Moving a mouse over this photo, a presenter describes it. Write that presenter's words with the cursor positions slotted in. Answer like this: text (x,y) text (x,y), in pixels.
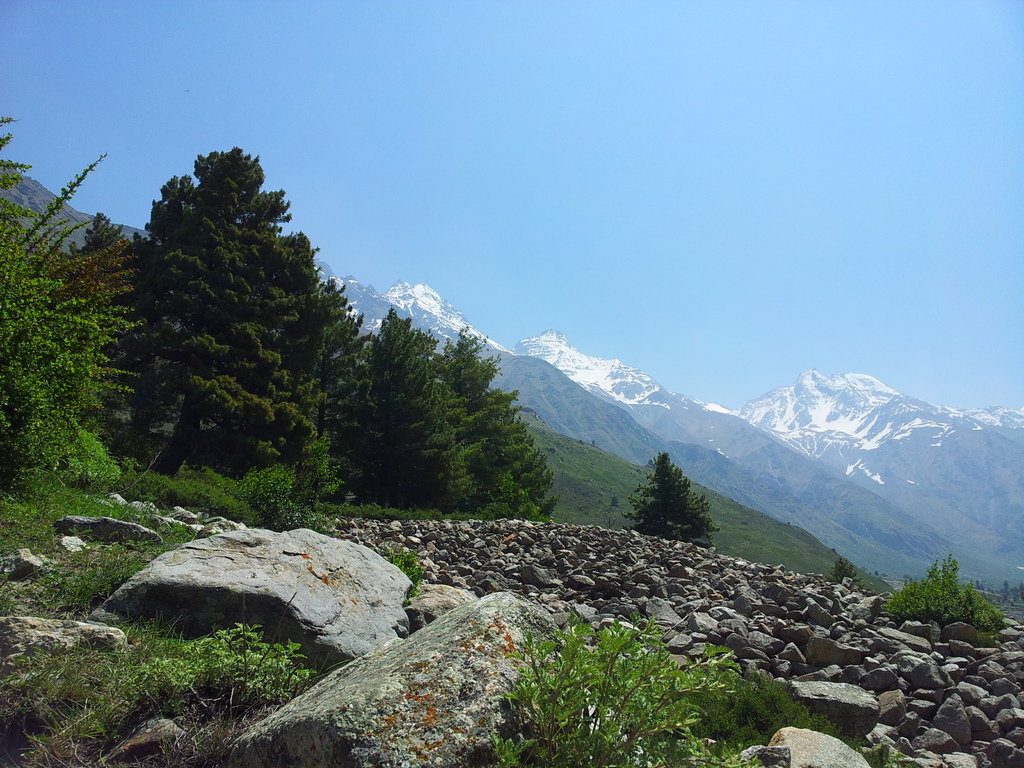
In the image we can see stones (626,586), grass (118,649) and plants (20,428). We can even see there are mountains (779,431), trees (311,357) and the sky (634,127).
